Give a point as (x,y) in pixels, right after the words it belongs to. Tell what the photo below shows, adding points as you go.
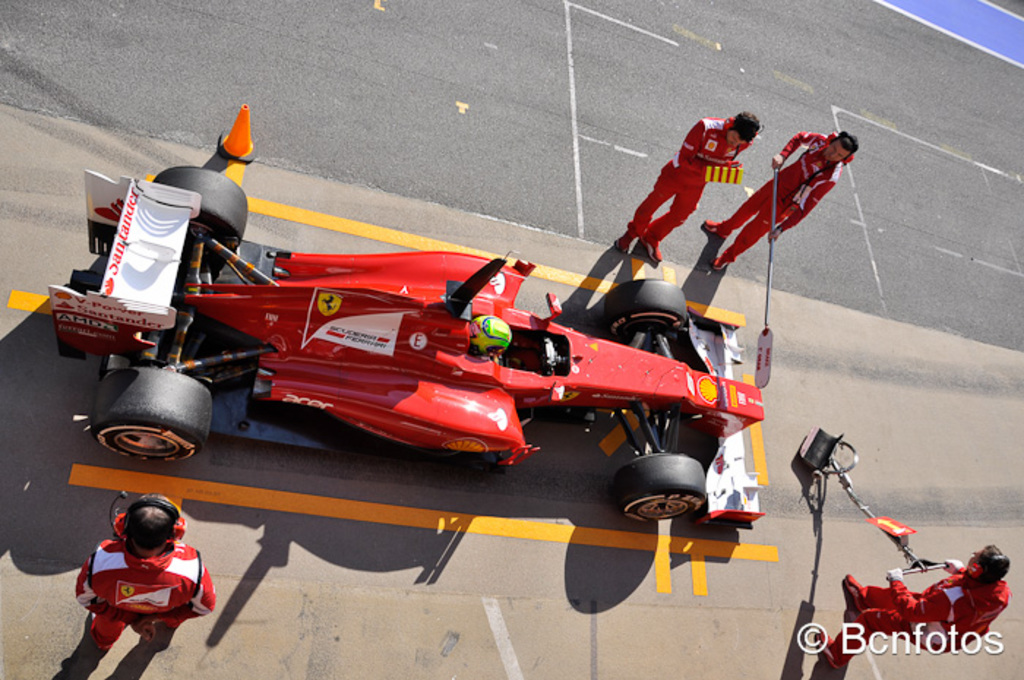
In this image we can see a red color sports car (313,307) on the road (606,450). Here we can see the road cone (235,139), these people (163,613) wearing red dresses (651,210) are standing here by holding some sticks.
